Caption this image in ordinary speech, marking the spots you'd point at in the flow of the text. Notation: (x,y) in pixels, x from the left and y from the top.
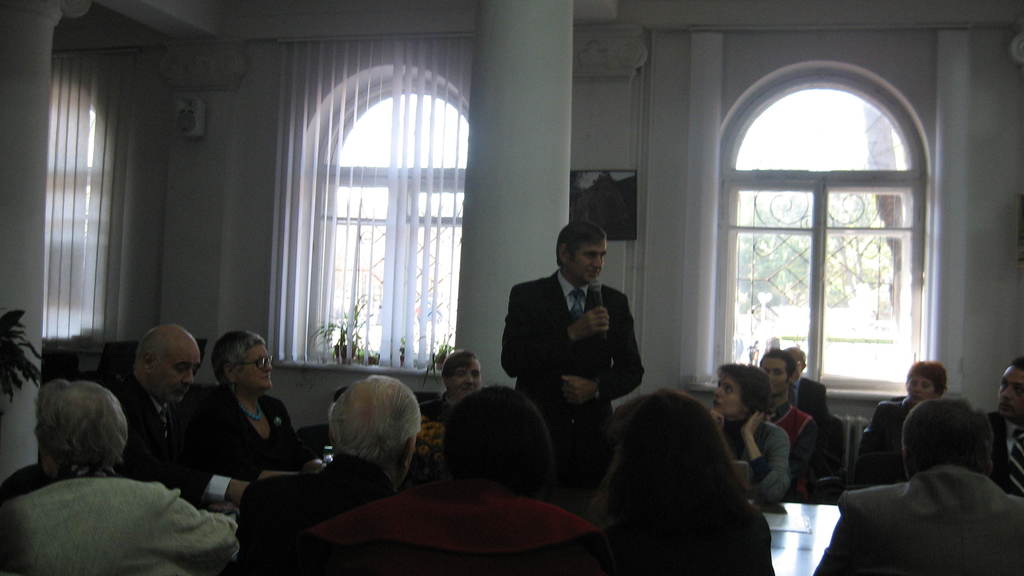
In this image we can see a man (589,338) is standing, he is wearing the suit (541,313), and holding a microphone (596,299) in the hands (579,324), here are the group of people (116,402) sitting, here is the window (410,187) here is the curtain (426,188), here is the pillar (504,132), here is the wall (147,90).
